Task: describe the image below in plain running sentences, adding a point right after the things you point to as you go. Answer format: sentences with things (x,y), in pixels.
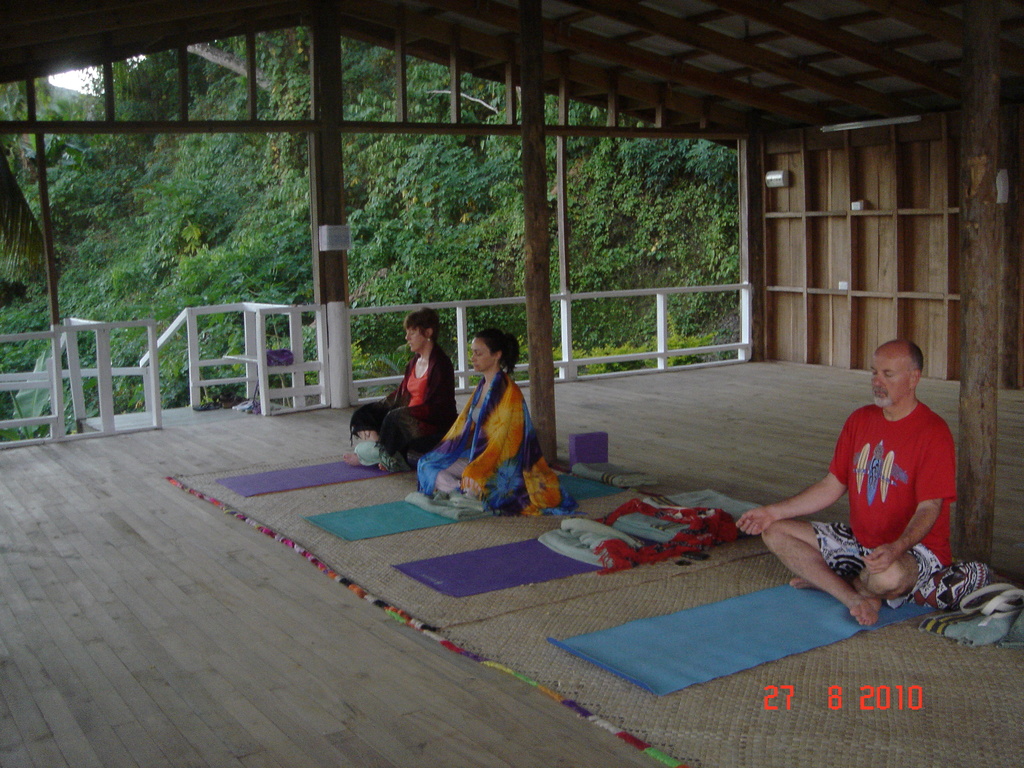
In this image there are persons (496,414) sitting on the mat (855,629) in the center (434,415). In the background (227,352) there is a railing (461,324) and there are trees (372,195) and there are poles (756,220) in the center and at the bottom of the image (839,691) there are some numbers (902,708).
